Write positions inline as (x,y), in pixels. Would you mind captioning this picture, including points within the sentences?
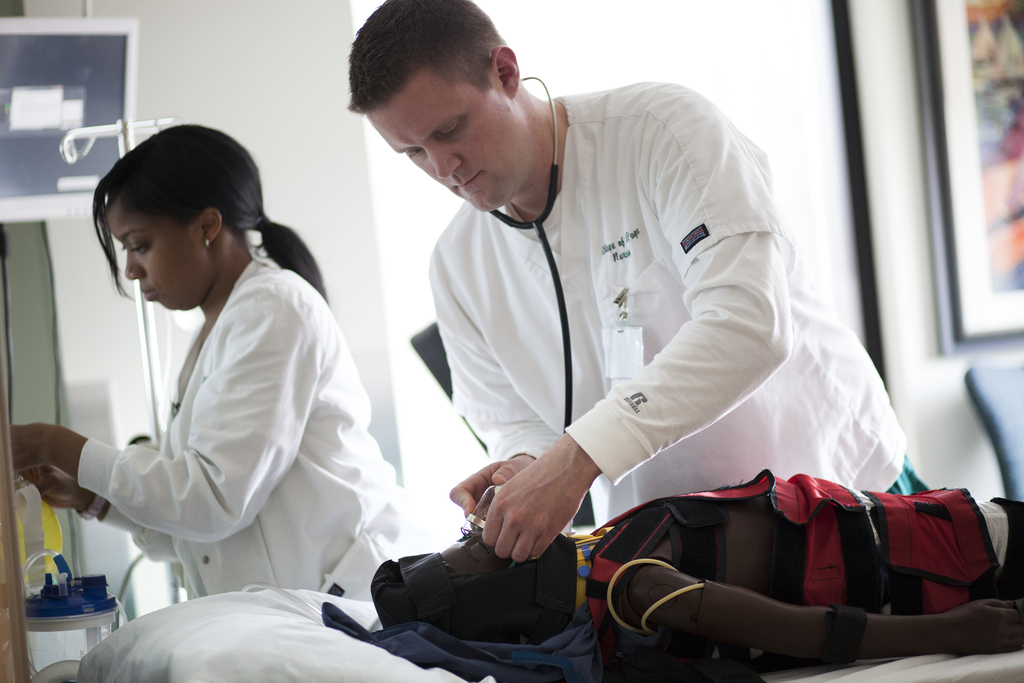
In this picture we can see three people (206,481) where a person (825,502) lying on a bed (226,590), two people (206,372) are standing, stethoscope (508,219), frame (932,71) on the wall (345,259).
